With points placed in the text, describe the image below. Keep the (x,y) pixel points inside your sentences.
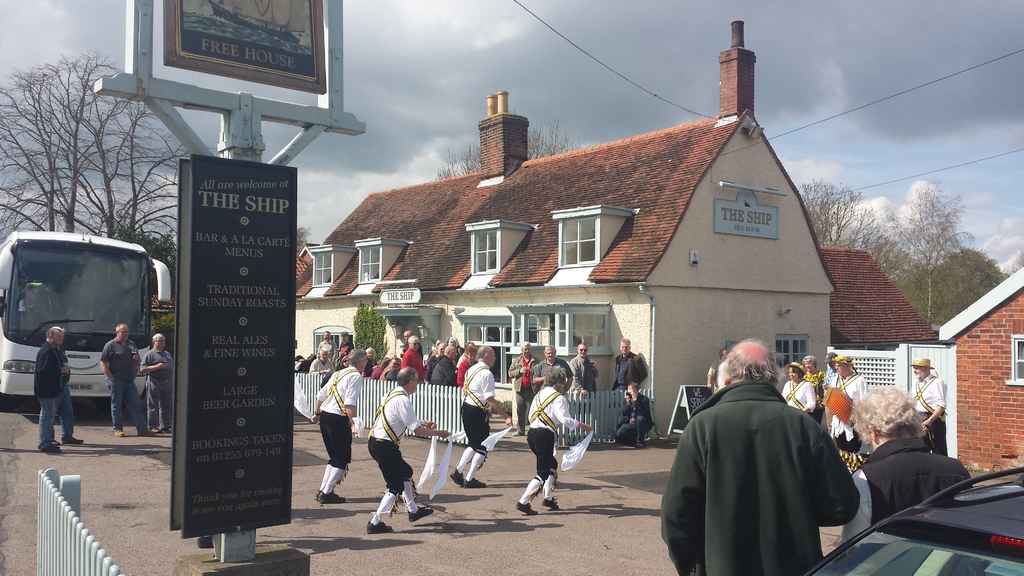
In this picture we can see some people (410,401) on the path (302,482). We can see a board (256,511) on the left side (252,459). There is a bus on the left side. A car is visible on the path (134,459). We can see a building (763,273) and some fencing (598,421) around the building (664,416). There are few trees (920,205) in the background (919,234). Sky (865,148) is blue in color and cloudy.
